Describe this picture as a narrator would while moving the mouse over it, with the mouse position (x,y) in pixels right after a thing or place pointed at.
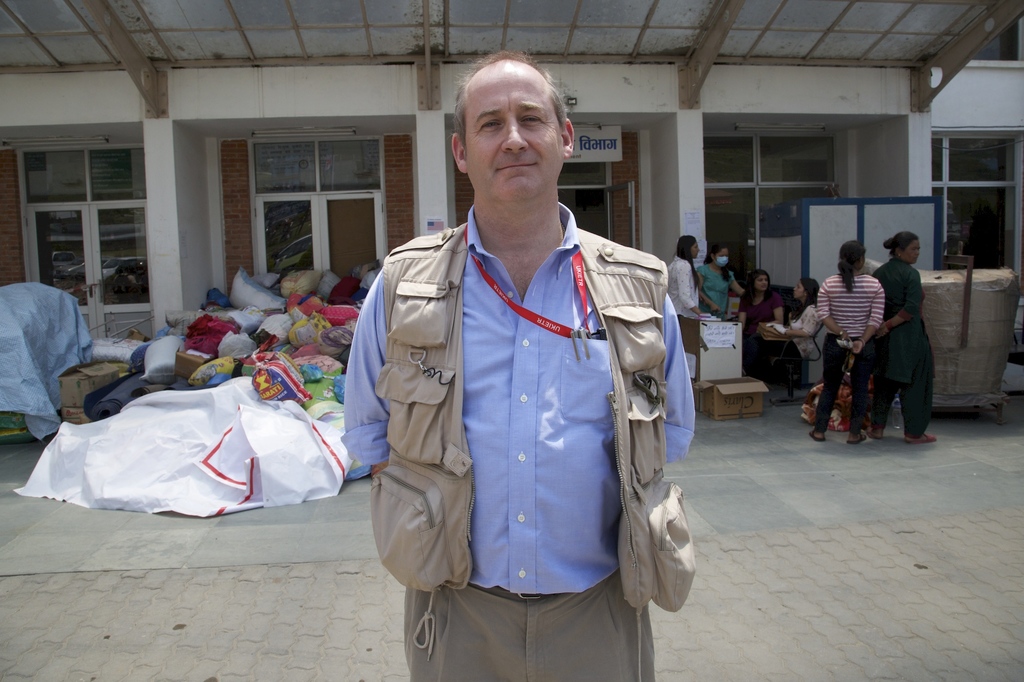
In this image we can see some people (638,402) standing on the ground (770,475), two women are sitting on chairs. On the right side of the image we can see a paper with some text (719,341) pasted on the surface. In the background (294,308), we can see some bags (310,328), rolls (147,393), cardboard boxes (82,416) and some sheets (163,464) placed on the ground (9,457). At the top of the image (975,68) we can see building (302,199) with glass doors (349,250) and some poles (885,67).
